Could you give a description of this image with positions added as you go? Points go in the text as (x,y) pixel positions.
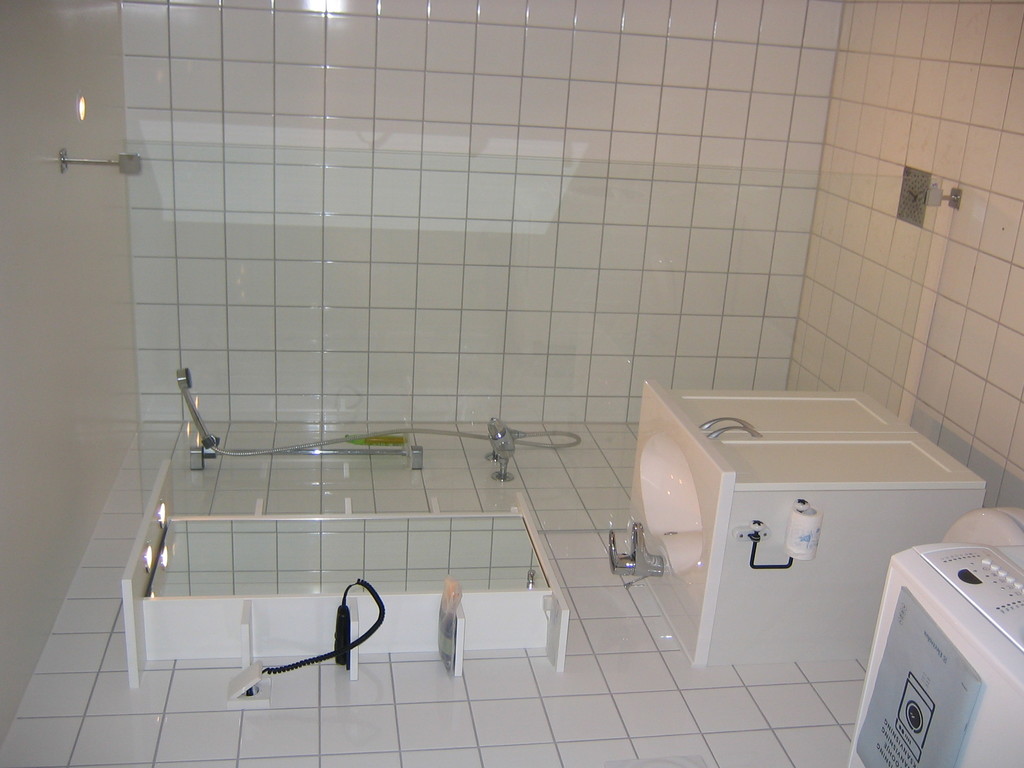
In this picture I can see there is a wash basin (682,494), a mirror (257,552) with shelves (302,608) and there are few items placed on the shelf (300,623), there is a glass (233,221) in the center (614,297). There are taps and I can see there are tiles (432,89) on the wall (207,79).
